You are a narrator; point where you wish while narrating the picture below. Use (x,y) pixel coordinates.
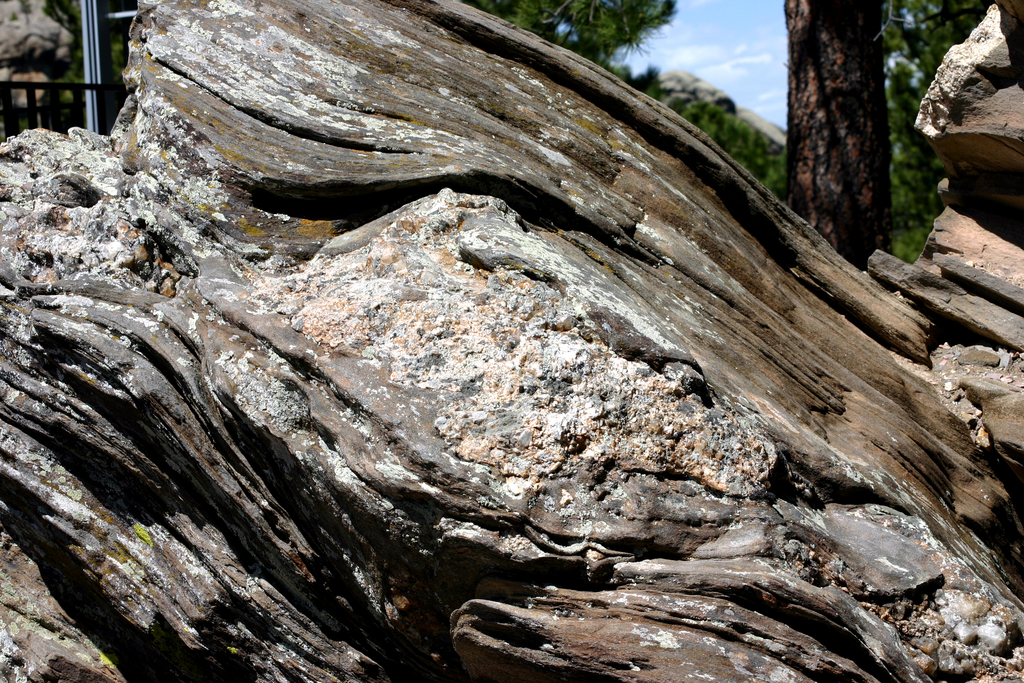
In this image I can see a part of a rock (300,427). On the left side (90,92) I can see a pole (91,90). In the background (705,123), I can see the trees (811,137) and clouds (732,57) in the sky (716,53).
